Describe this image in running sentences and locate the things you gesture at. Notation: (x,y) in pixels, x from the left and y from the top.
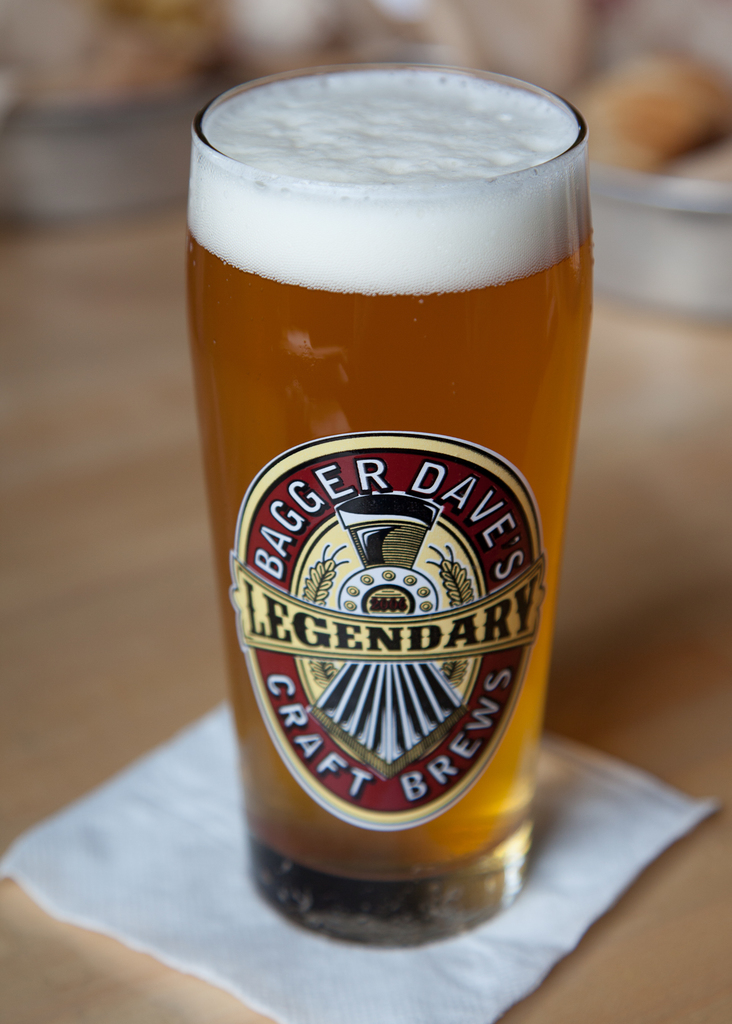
In the center of the image (424,514), we can see a glass (258,285) with drink (321,398) and there is a tissue (570,815) on the table (615,513) and the background (647,3) is blurry.
